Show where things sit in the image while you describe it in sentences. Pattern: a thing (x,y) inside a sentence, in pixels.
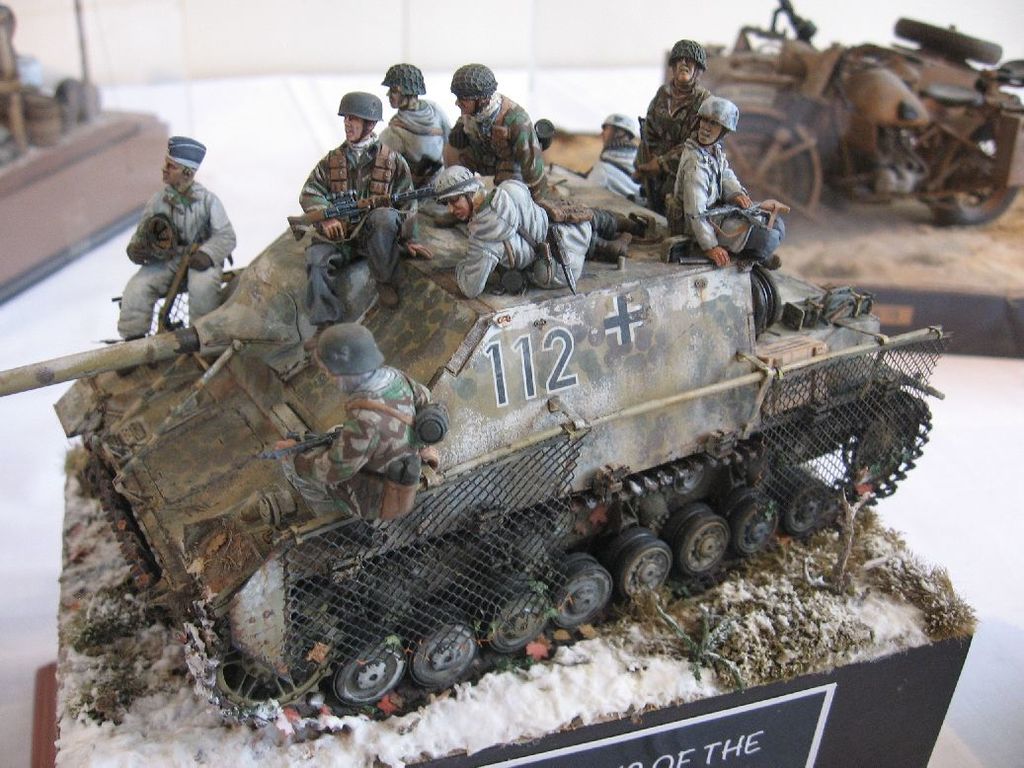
In this image we can see a military tank (643,396) and few vehicle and persons models (417,473) are displayed. There is a description board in the image.
